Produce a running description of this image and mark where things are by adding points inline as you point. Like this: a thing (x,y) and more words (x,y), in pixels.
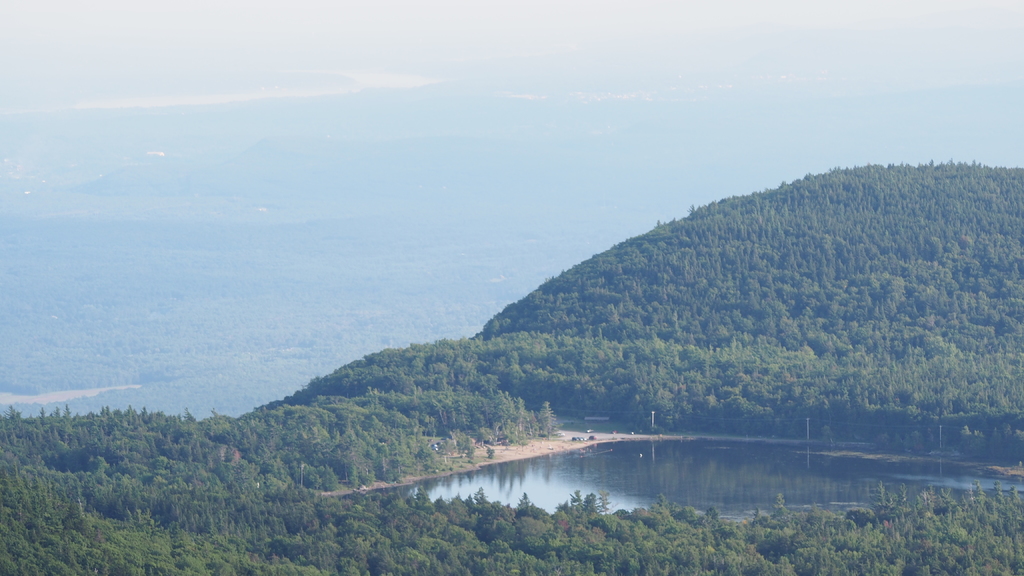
There are many trees (604,412). Also there is water (755,459). In the back (505,191) it is looking cloudy.
